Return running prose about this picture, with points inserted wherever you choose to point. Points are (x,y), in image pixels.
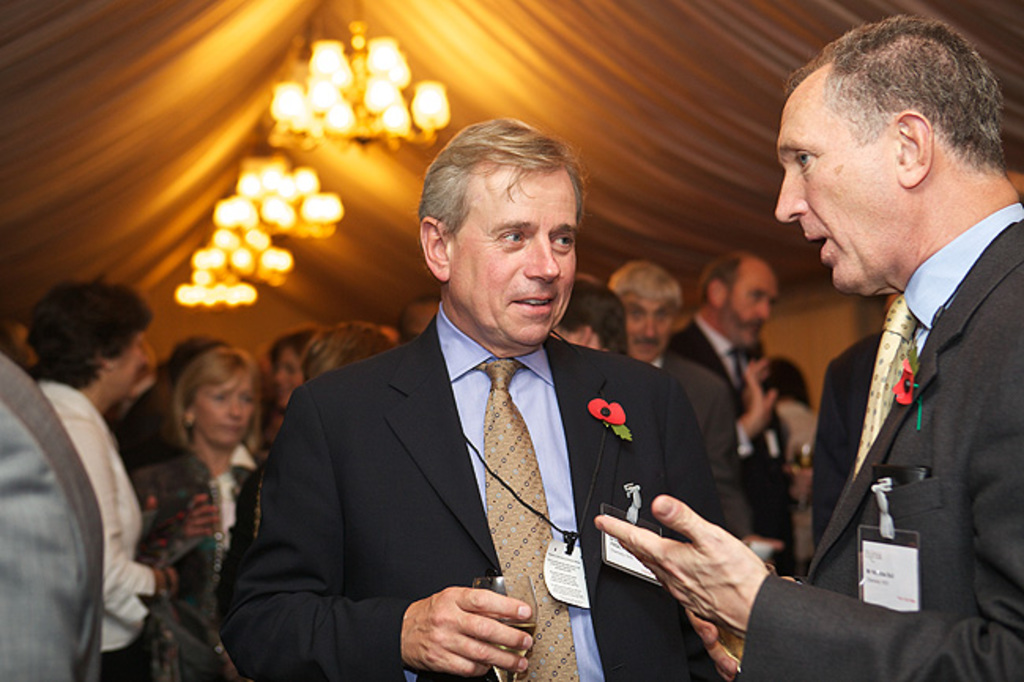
This image is taken indoors. At the top of the image (661,120) there is a tent (227,128) and there are a few chandeliers (327,132). In the background (156,513) a few people (157,512) are standing and talking. On the right side of the image (891,635) there is a man (938,588) and he is talking. In the middle of the image (487,368) a man (471,499) is standing and he is holding a glass of wine (522,593) in his hand (520,606) and he is with a smiling face (504,319).
